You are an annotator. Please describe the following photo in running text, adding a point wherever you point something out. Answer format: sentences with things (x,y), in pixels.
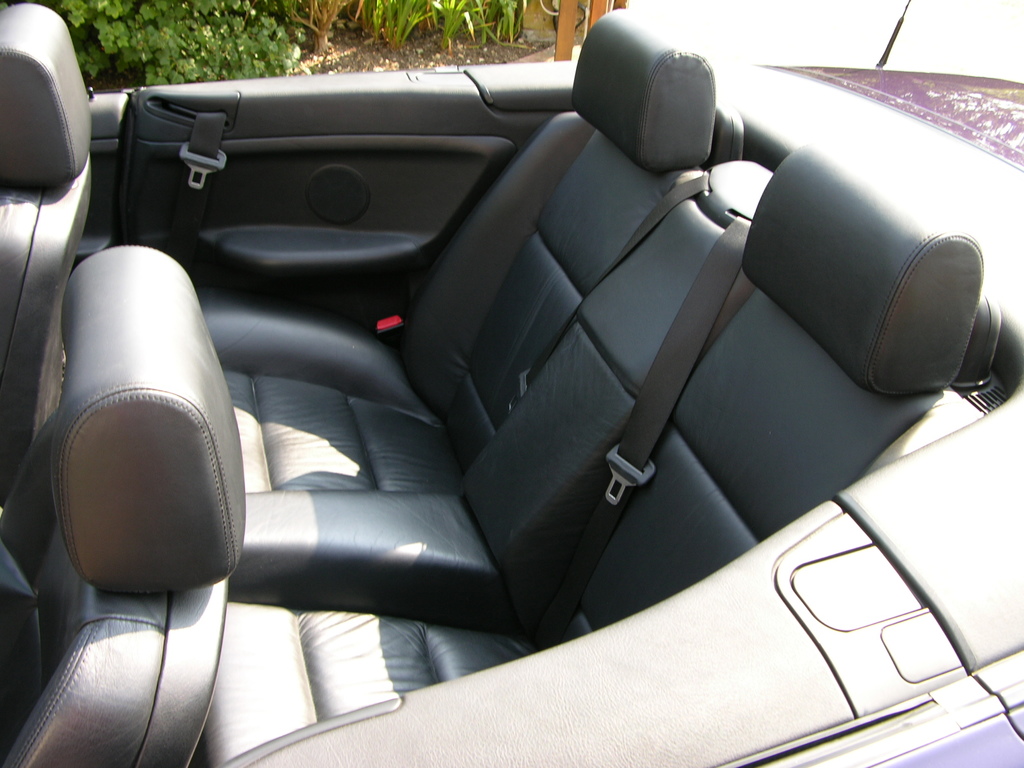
It is the inside view of a car (792,371). In this image we can see chairs (522,418), seat belts (717,340) and other objects (965,419). At the top of the image (282,66) there are plants (79,42), ground (466,51) and other objects (564,20).
